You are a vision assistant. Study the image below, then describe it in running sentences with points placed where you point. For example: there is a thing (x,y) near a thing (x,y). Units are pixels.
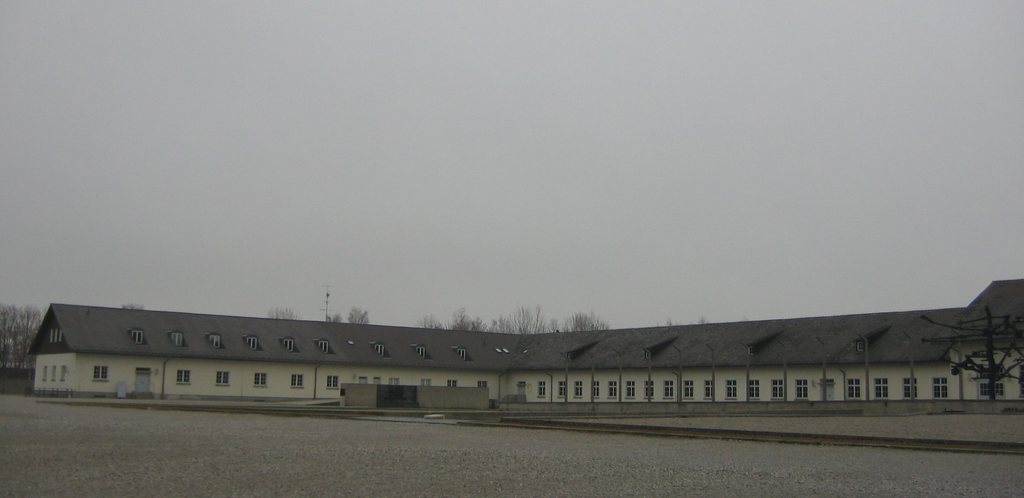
In this image we can see a building (471,362) with windows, trees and in the background (377,128) we can see the sky (759,116).
